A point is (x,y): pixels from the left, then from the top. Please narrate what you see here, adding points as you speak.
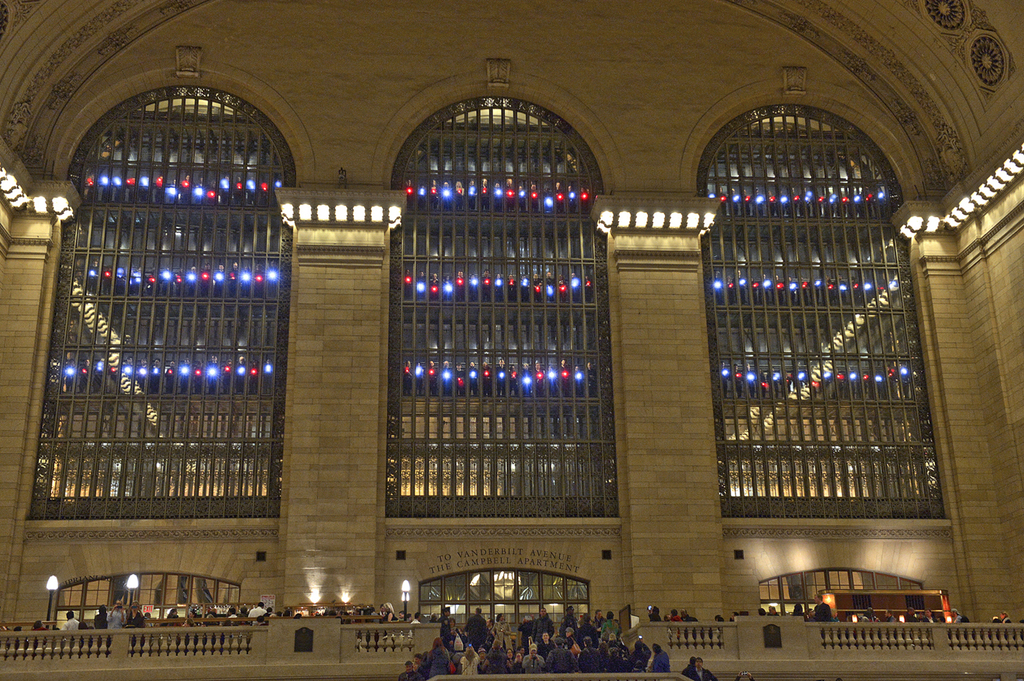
In this image I can see the building (737,245), in front of the building (86,566) there is a fence (816,637), beside the fence (816,637) there are group of people (603,621) visible, in front of the fence (436,633) I can see the group of people (497,650) and lights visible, there are few windows (514,270) visible on the building (219,236).
